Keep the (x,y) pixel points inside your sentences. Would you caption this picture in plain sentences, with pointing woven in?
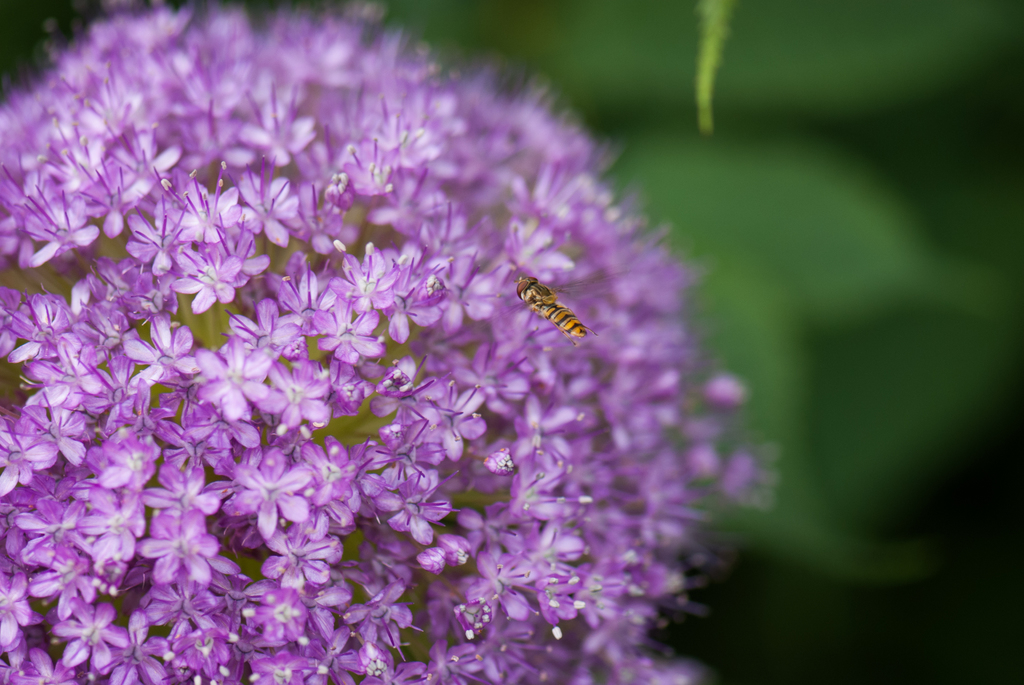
In the center of the image (543,300) we can see an insect (540,310) on the flower (417,336). In the background (699,248) there are leaves (661,134). We can see flowers (412,405).
